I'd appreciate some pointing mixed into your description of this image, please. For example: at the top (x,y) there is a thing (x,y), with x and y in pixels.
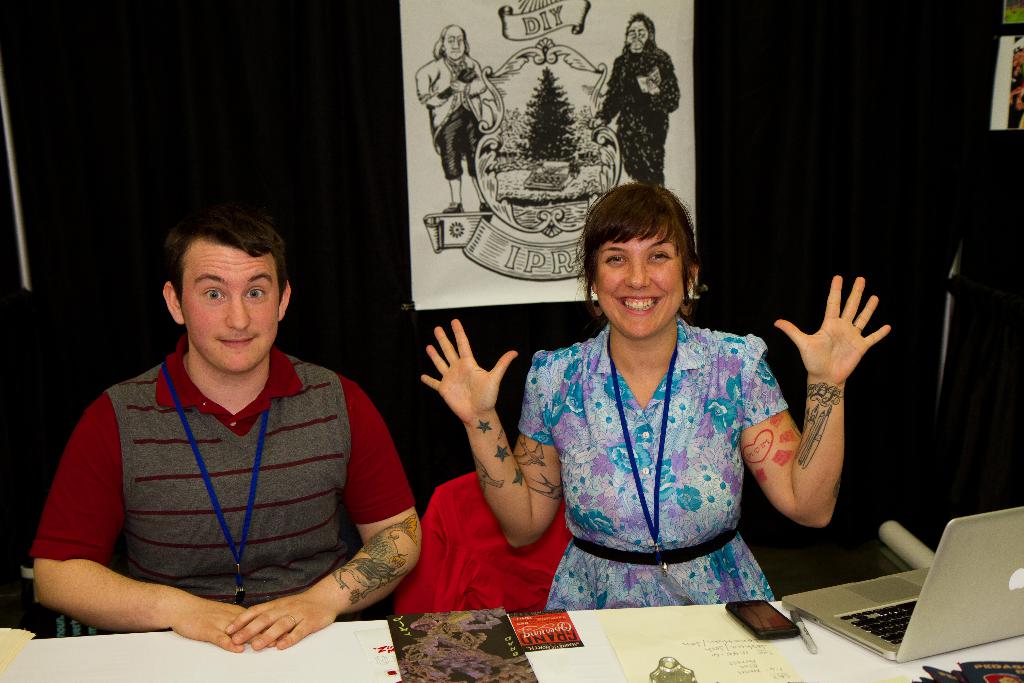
In this image we can see a man (229,592) and a woman (627,501) sitting on the chairs (342,555) and a table (119,646) is placed in front of them. On the table (343,656) we can see laptop (871,615), marker (807,639), mobile phone (770,615), papers (682,652) and an advertisement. In the background (292,154) there is a curtain (779,152) and a picture (617,143) attached to it.
